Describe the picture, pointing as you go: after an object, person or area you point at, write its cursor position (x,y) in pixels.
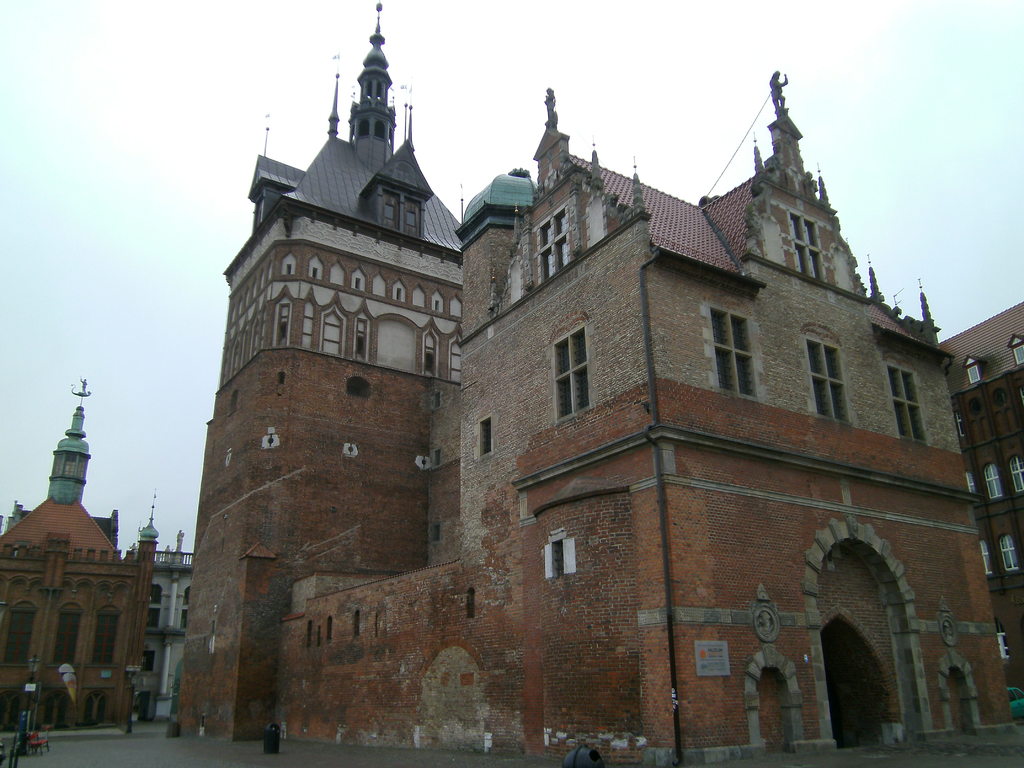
In the image we can see there are buildings (420,505) and the building (634,523) is made up of red bricks (410,657). There is a dustbin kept on the ground (218,761) and there is a cloudy sky (165,77).
